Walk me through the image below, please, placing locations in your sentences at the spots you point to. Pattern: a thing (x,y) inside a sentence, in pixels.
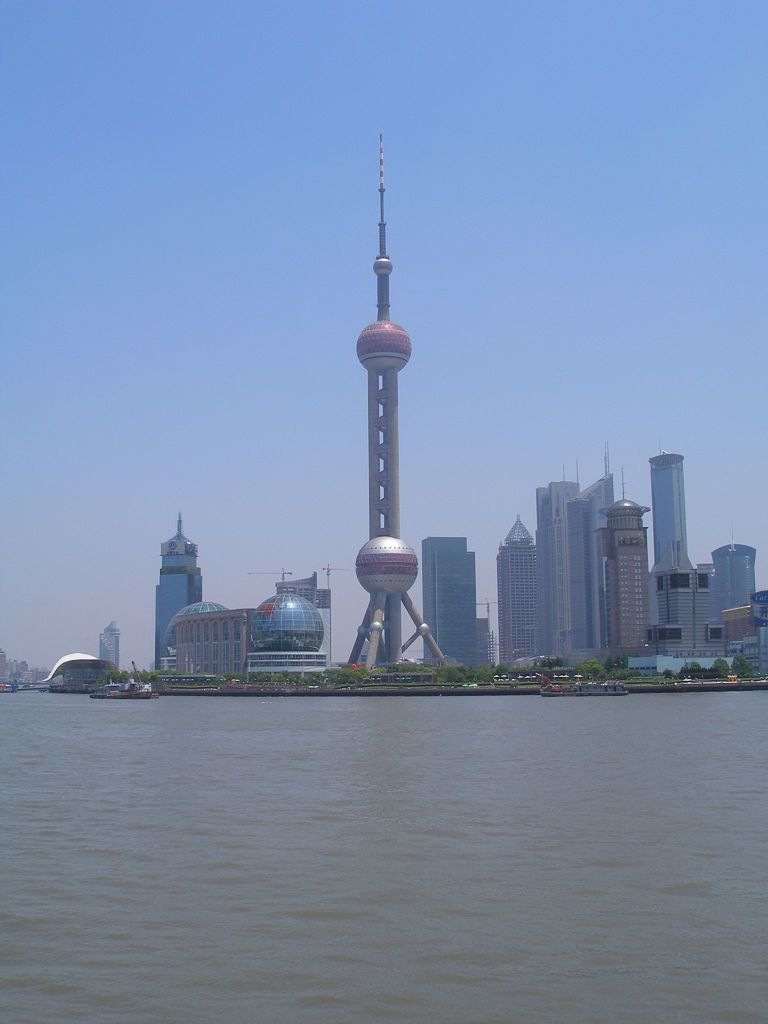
In this image, we can see so many buildings (300,632), trees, towers (505,632). Here we can see few boats (112,691) are sailing on the water (413,885). Background (765,546) there is a clear sky (325,253).
